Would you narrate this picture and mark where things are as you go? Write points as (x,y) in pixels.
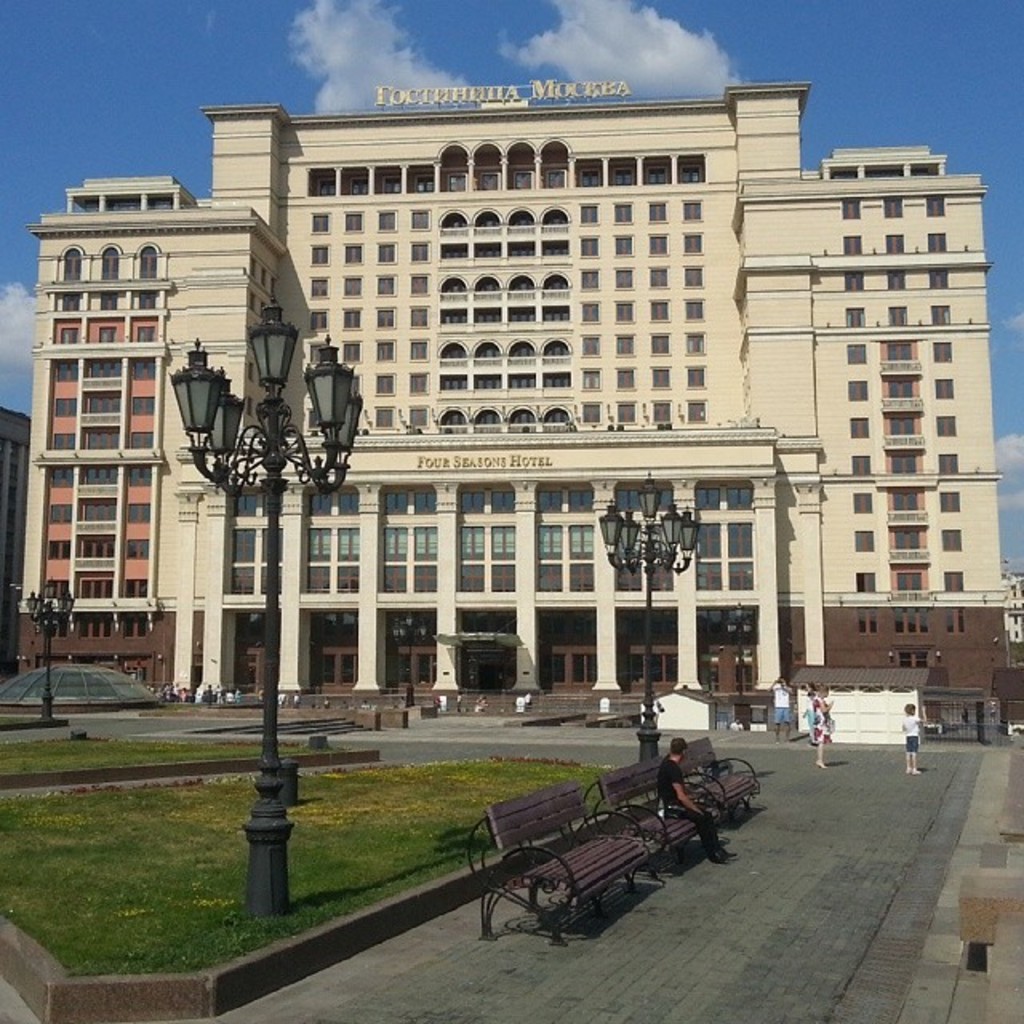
In this image there is a building (508,418) in the middle (465,422). In front of the building (463,643) there is a floor (531,710). At the top (877,48) there is the sky (860,60). On the right side (777,902) there is a floor (796,902) on which there are benches (626,846). Behind the benches (622,860) there is a ground (326,829) on which there are poles (264,484) with lights (231,418). In the background (209,697) we can see there are few people (225,697) in front of the building (357,687).
